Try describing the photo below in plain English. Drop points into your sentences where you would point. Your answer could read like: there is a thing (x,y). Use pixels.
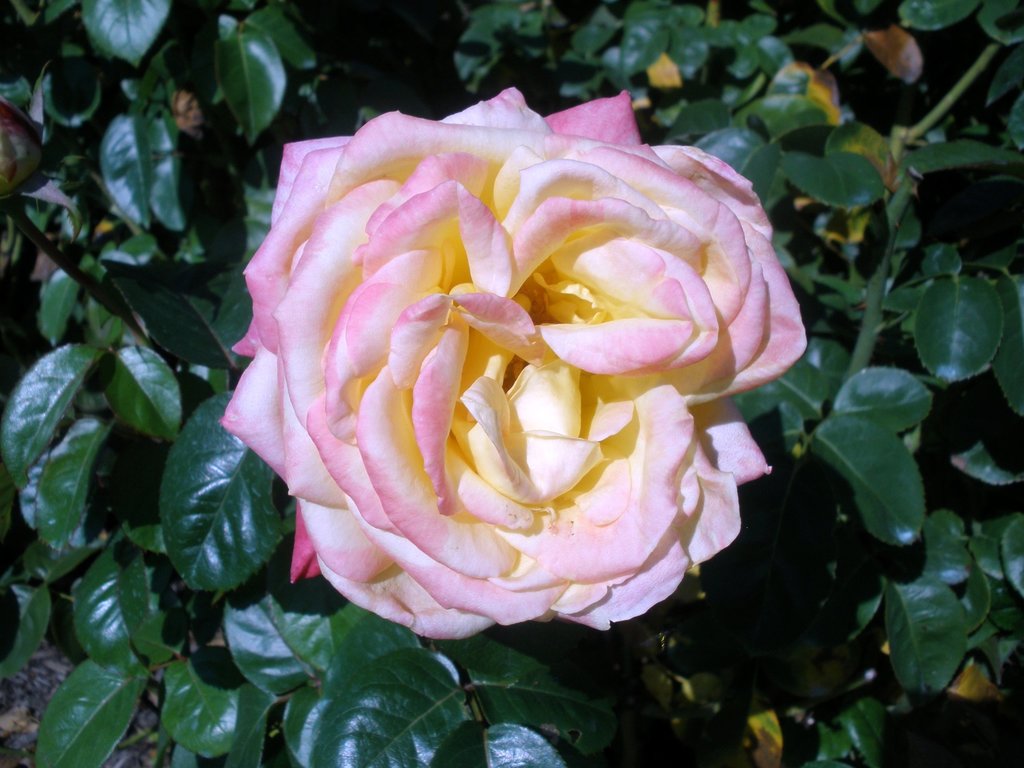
This image consists of a flower (409,489) in white and pink color. In the background (203,654), we can see plants (846,317) and green leaves (417,745).
